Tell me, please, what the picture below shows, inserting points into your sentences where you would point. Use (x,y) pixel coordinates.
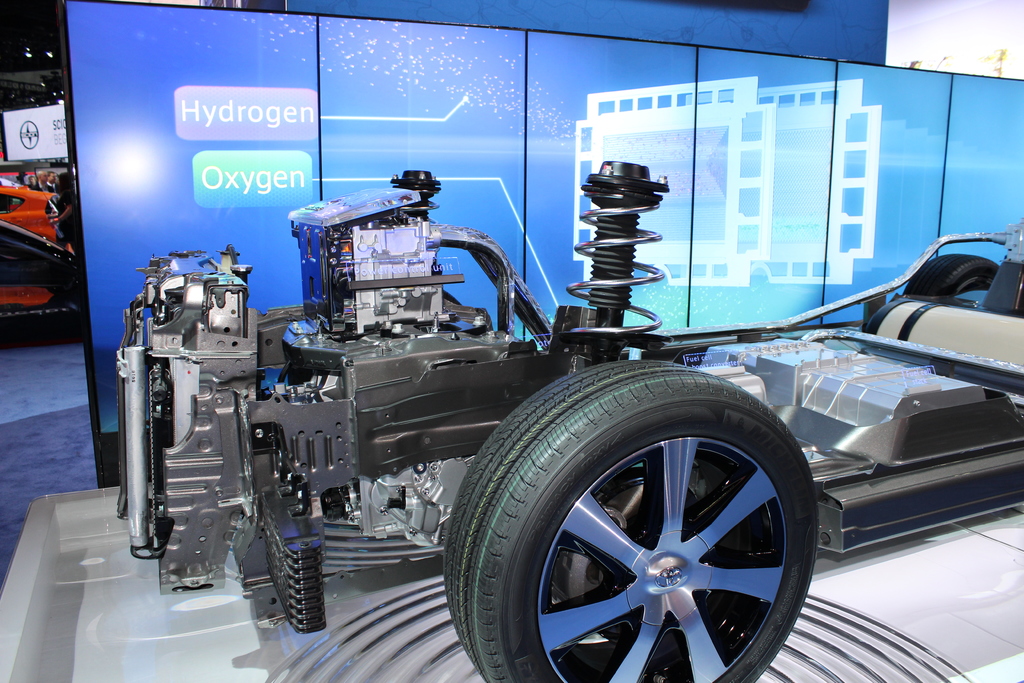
In this image we can see inside part of a car (527,461). There is engine (403,255) and some other machines (869,405). We can see tyre (556,504). There is a partition wall (422,161). There is another red color car (34,193).
